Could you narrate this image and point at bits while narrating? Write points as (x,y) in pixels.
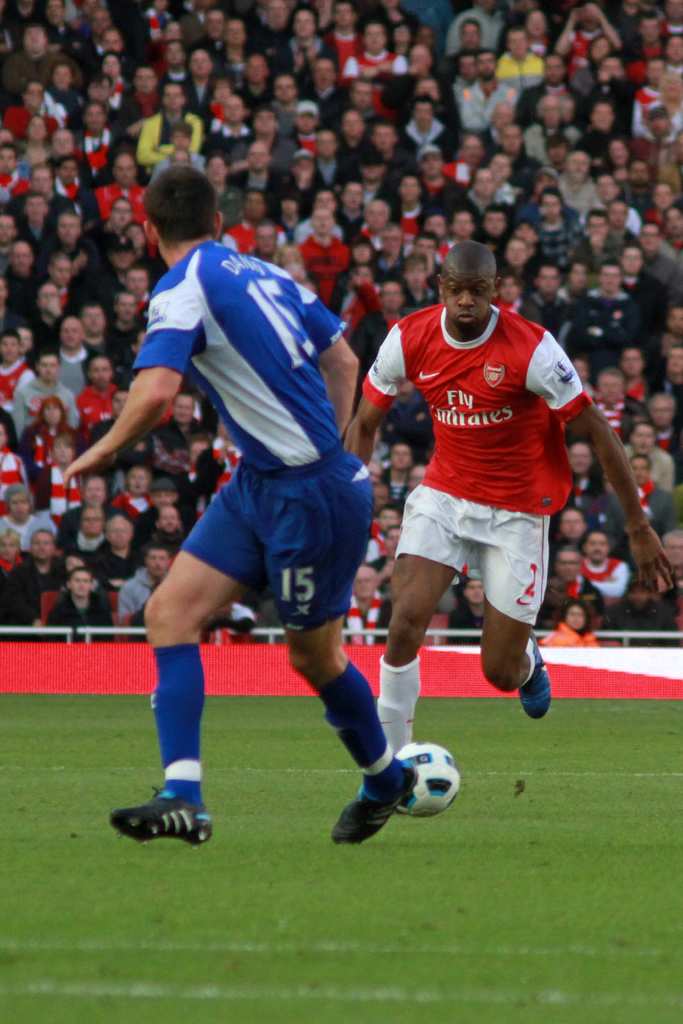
In the picture we can see a playground (436,983) we can see a grass surface (620,986) on it, we can see two men (490,677) are playing a football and they are wearing a blue and red T-shirts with socks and shoes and in the background (44,478) we can see a wall (472,674) with railing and behind it we can see audience (58,355) sitting and watching them.
